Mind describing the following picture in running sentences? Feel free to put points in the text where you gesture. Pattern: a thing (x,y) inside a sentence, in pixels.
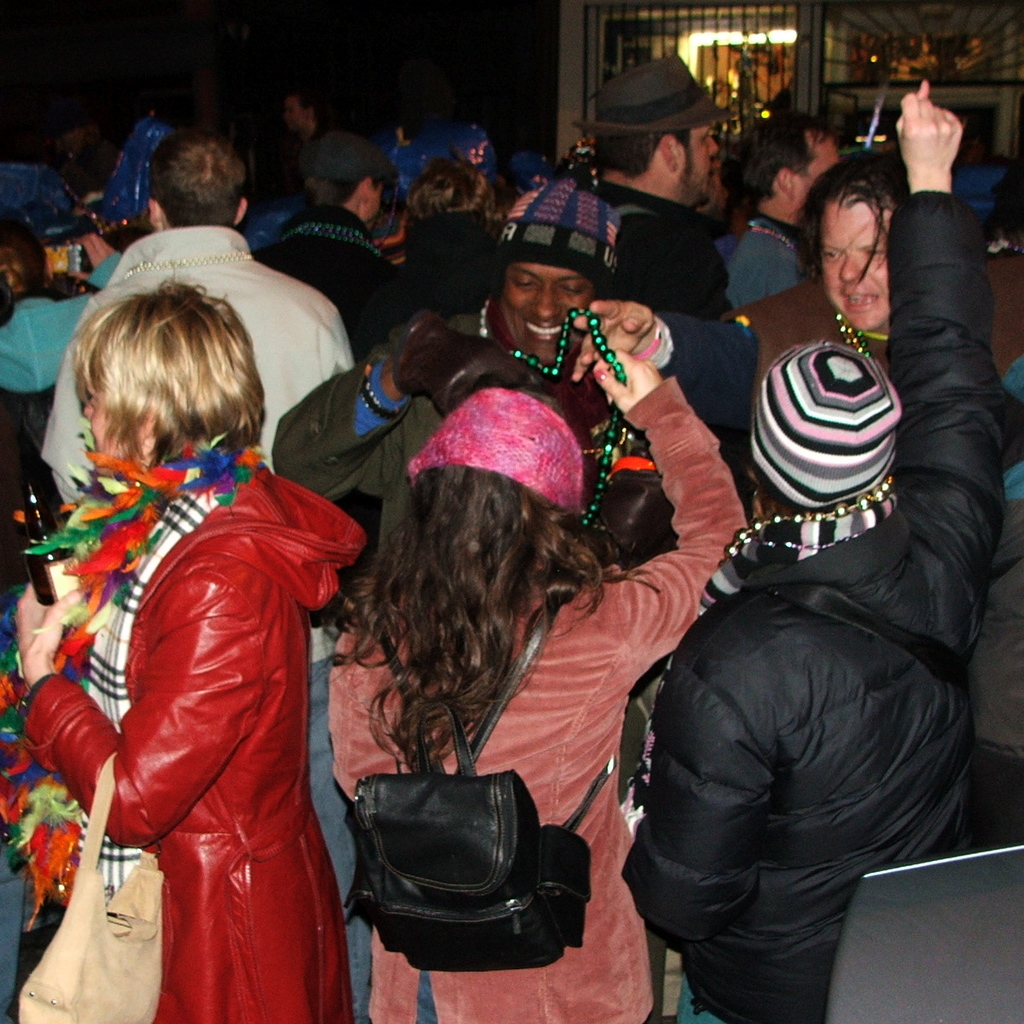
In this image there are many people (671,843) standing on the floor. In the left side of the image (282,914) a woman (293,711) is standing, holding a bottle (54,580) in her hand (25,643). She is wearing a scarf (134,586) with feathers (117,601) and a handbag (107,955). In the middle of the image (418,663) a woman (353,704) is standing, she is wearing a backpack (474,861). In the background (960,56) there is a wall (648,49) with grills (693,48) and lights (769,35).
